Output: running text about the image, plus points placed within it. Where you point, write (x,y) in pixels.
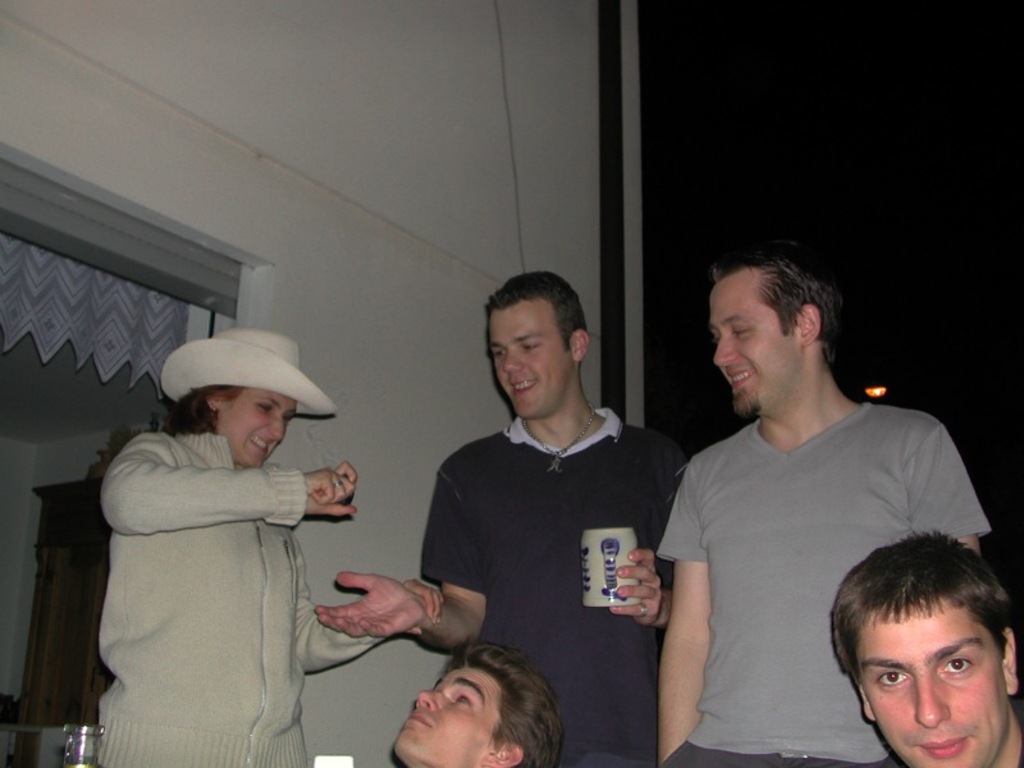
In this image there are five persons (779,267), in which three persons (931,446) are standing, and in the background (289,246) there is a wall (5,687) and some other items (76,547).
